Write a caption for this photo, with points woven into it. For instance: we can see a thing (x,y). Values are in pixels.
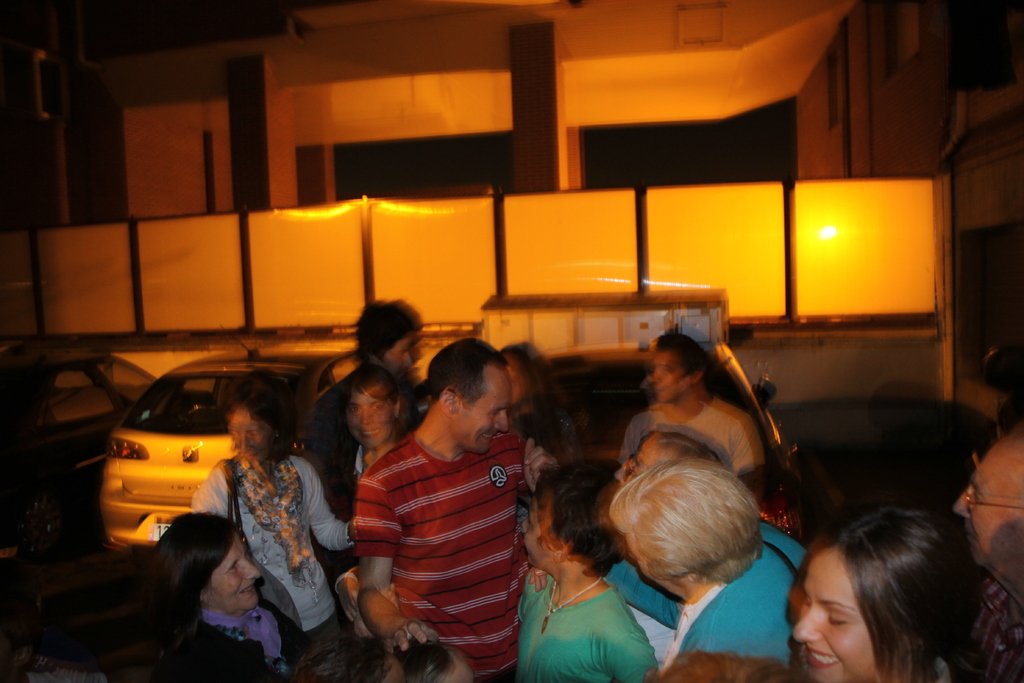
At the bottom of the image (394,541) we can see people (669,526) standing. On the left (274,373) there is a car (104,521). In the background (408,269) we can see a building (966,265) and a fence (475,253).
